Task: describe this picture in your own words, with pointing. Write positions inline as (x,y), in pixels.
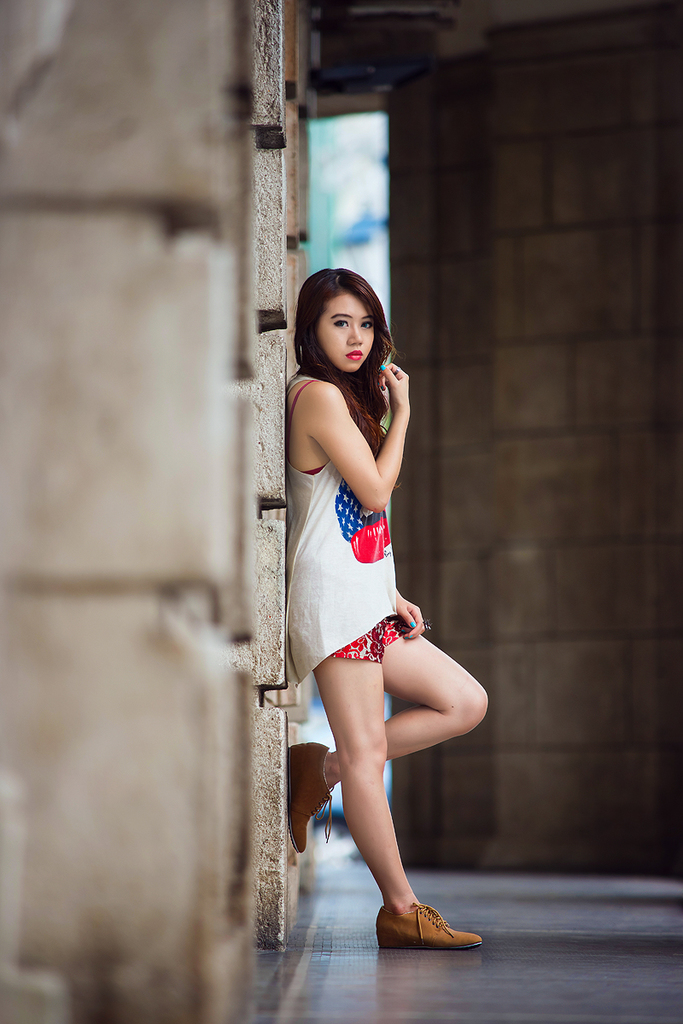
In this image a beautiful girl (357,545) standing and she is wearing a white T-shirt (351,566), she is wearing a brown shoes (419,926).
